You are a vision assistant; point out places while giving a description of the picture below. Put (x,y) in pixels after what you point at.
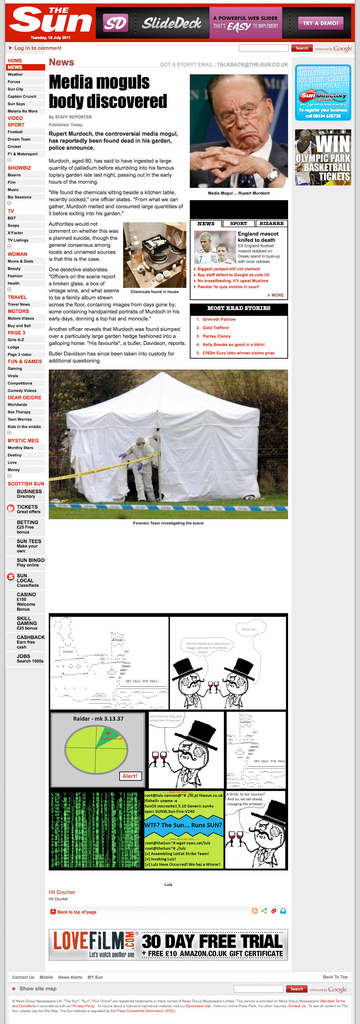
In the picture we can see a magazine (174,785) with some information (107,357) and some images (131,839) and on the top of it we can see a advertisement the sun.
